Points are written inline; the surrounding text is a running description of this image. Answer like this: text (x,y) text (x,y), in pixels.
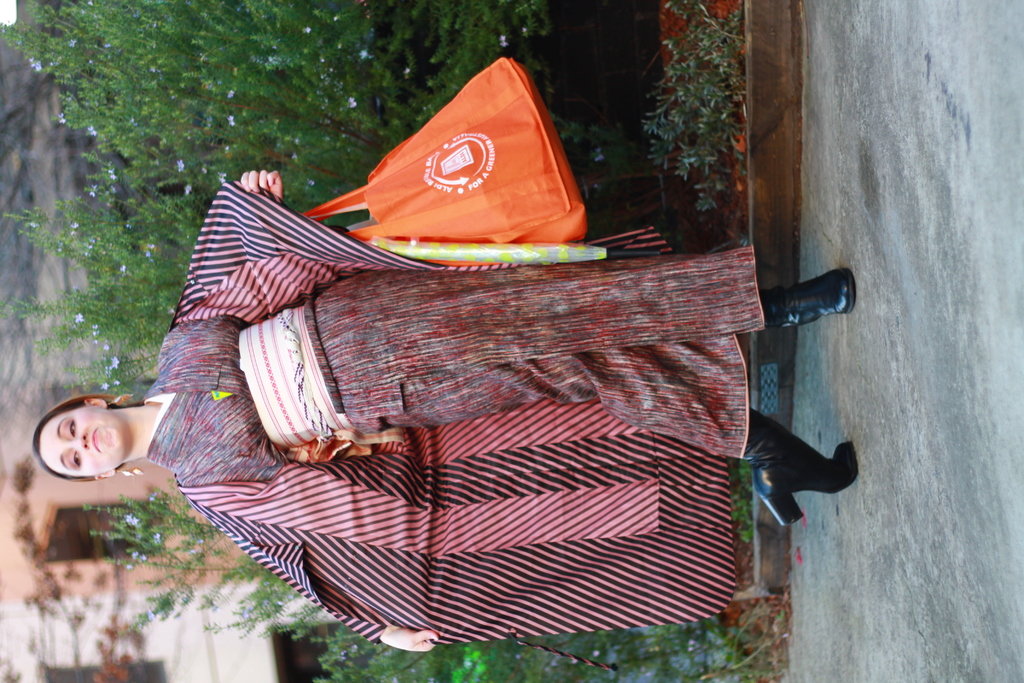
In this image I can see a woman (729,251) is standing and holding a bag (510,162). In the background (193,142) I can see trees (165,538) and a building (101,575).
